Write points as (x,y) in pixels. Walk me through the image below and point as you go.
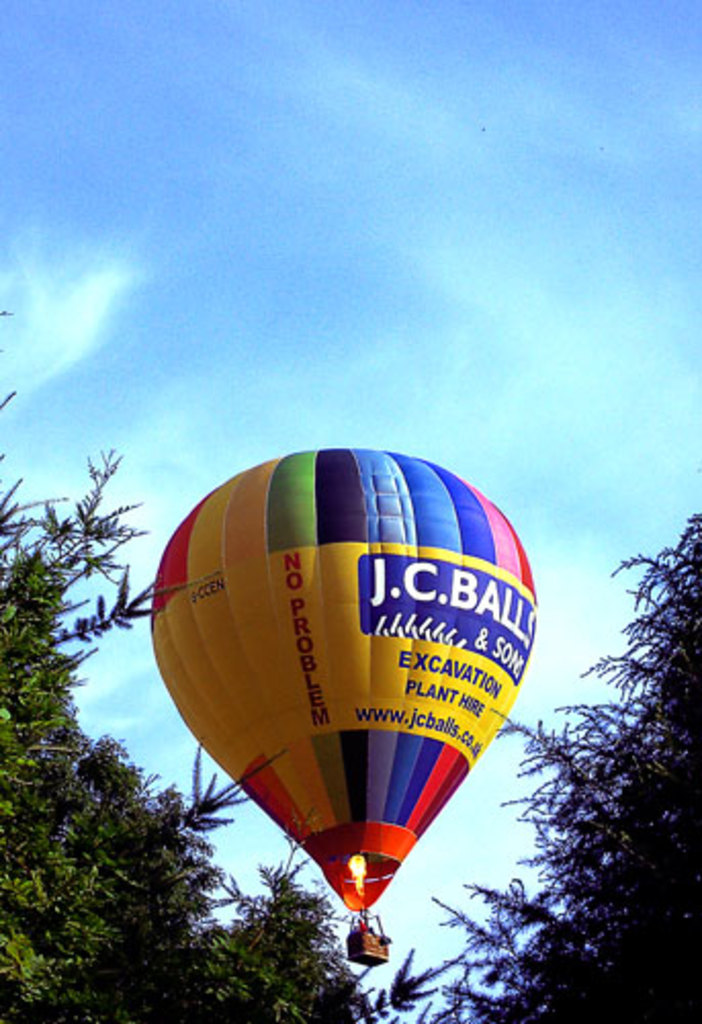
In this image we can see one hot air balloon (369,753), some people (357,931) in the balloon basket (361,941), some fire (359,891), some text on the balloon (361,907), one object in the balloon basket (368,959), some trees (270,903) on the ground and there is the sky (402,944) in the background (352,966).
